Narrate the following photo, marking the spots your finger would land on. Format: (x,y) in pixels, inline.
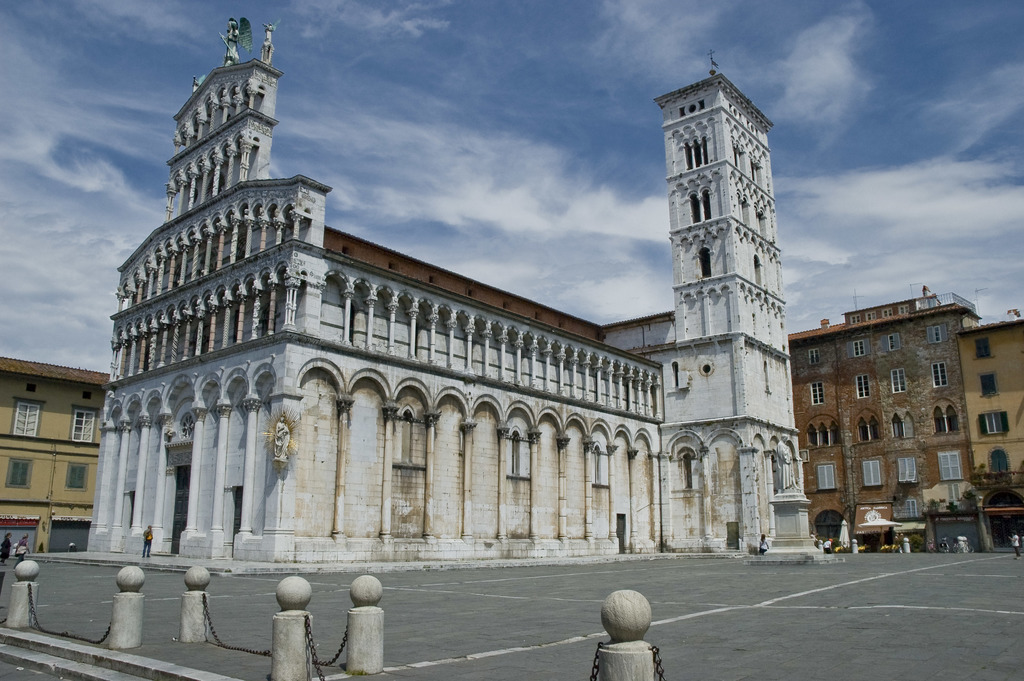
In this image we can see buildings (762,483), persons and tents (871,518). At the bottom of the image (276,676) we can see chains (34,617) and pillars (28,605). In the background (547,15) we can see sky (412,54) and clouds (435,194).
